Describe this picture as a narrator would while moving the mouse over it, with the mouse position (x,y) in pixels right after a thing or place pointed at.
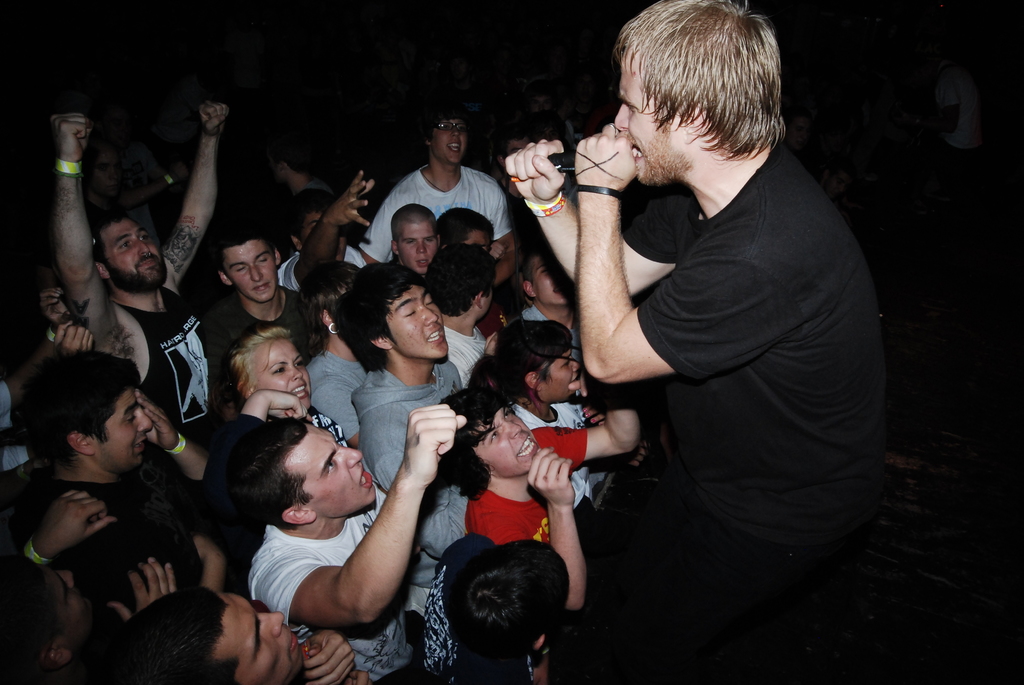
This image is taken indoors. In this image the background (375,47) is dark. On the right side of the image (708,267) a man (699,276) is standing and singing and he is holding a mic (570,171) in his hands (605,181). In the middle of the image (590,438) many people (236,528) are standing.
